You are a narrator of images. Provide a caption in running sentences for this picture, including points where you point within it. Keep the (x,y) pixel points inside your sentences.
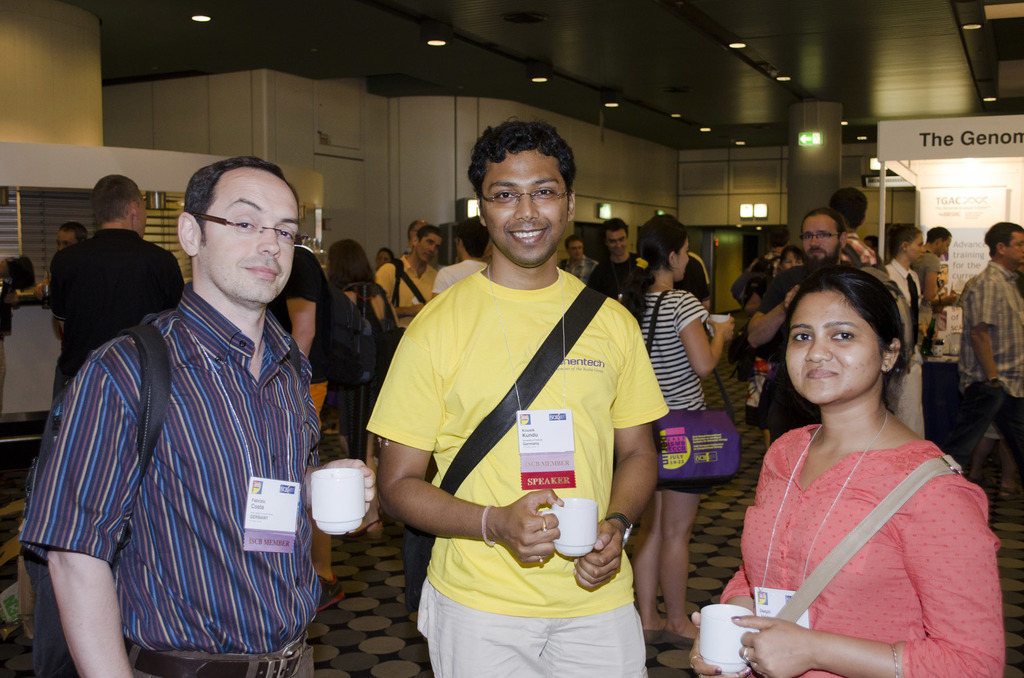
In this image in the foreground (46,555) there are three people (632,586) standing, and they are holding cups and smiling and they are wearing bags (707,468). And in the background (784,291) there are group of people (750,326) standing, and some of them are wearing bags (745,333) and there are some boards (955,200), posters (959,223), tables (931,364) and some objects (935,351). And in the background (704,163) there are lights (818,142) and wall (585,201), at the bottom (389,619) there is floor (380,675) and at the top (509,58) there is ceiling (377,51) and some lights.
